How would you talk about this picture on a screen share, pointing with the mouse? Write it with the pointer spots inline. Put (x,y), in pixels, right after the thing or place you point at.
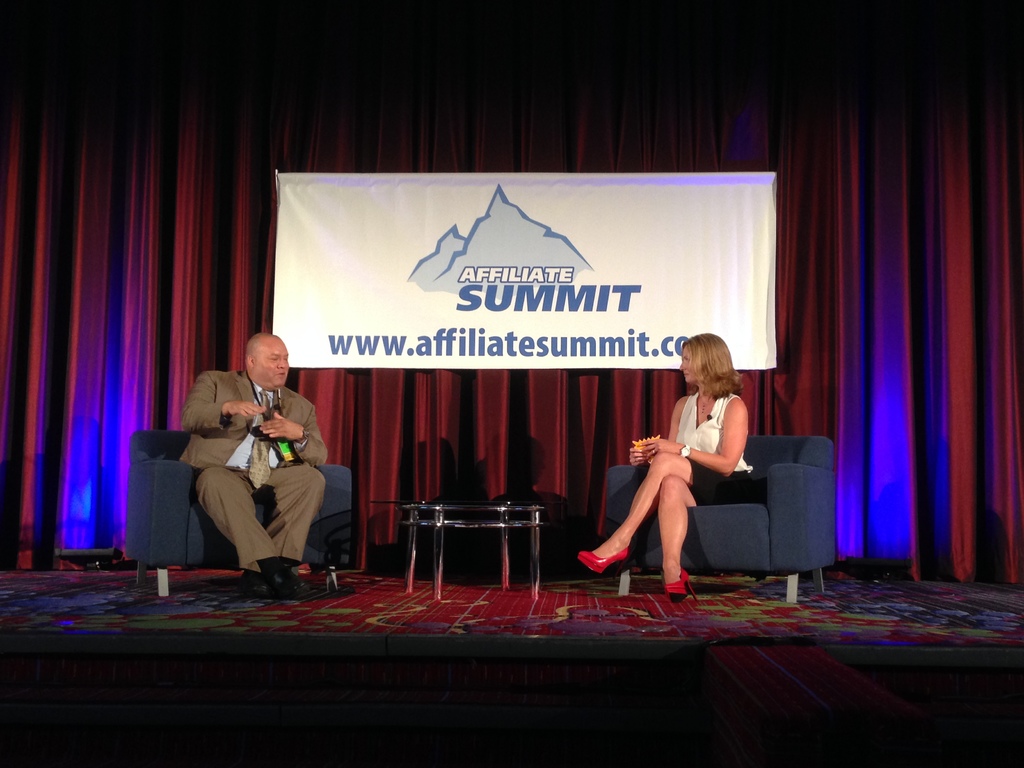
In this image, I can see a man (285,562) and woman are sitting on the chairs (699,524). In front of these two people (655,494), there is a table (440,569). In the background (351,286), I can see a banner (463,289) and the curtains (86,172) hanging.
